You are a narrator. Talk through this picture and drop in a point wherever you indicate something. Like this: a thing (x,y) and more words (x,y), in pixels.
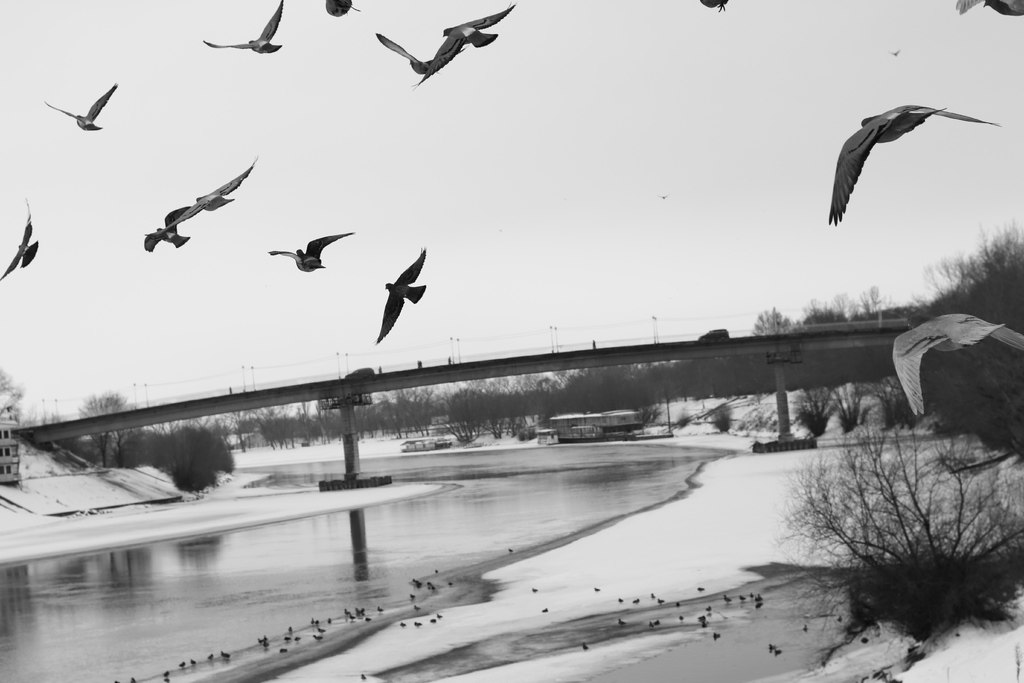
This is a black and white picture. In the foreground of the picture (898,499) there is a canal (629,672), in the canal (345,589) there are birds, water (386,589) and trees (975,536). In the center of the picture (503,415) there are trees (202,436) and a bridge (98,415). At the top (490,46) there are birds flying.
